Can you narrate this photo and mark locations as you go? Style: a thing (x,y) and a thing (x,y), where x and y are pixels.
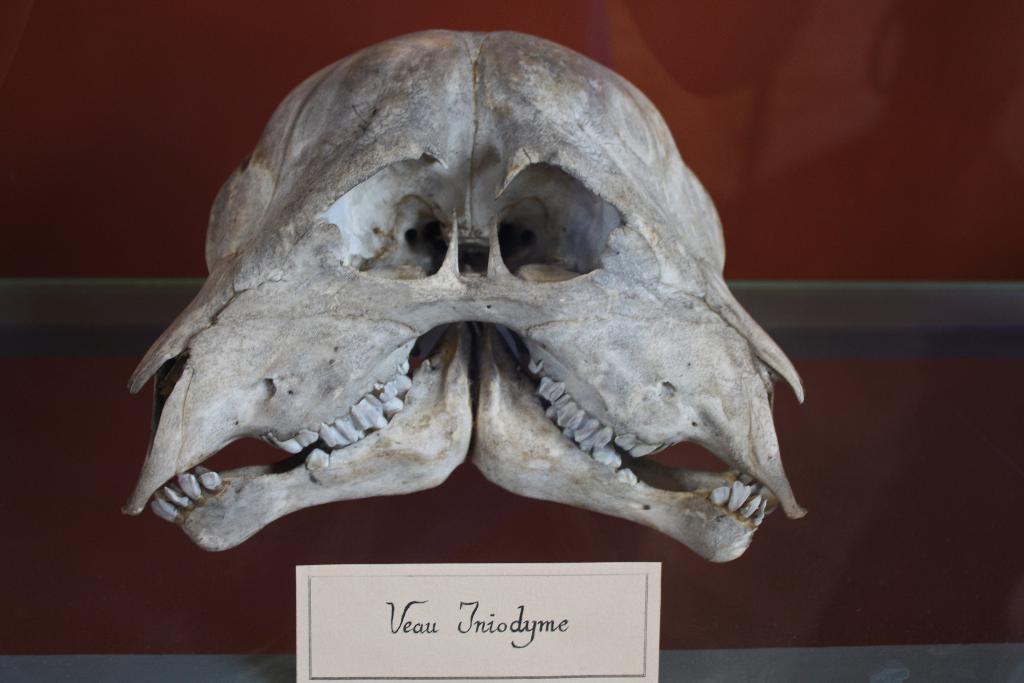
In this picture there is a skull (454,297). At the bottom (479,615), there is a paper (529,569) with some text (529,633).
